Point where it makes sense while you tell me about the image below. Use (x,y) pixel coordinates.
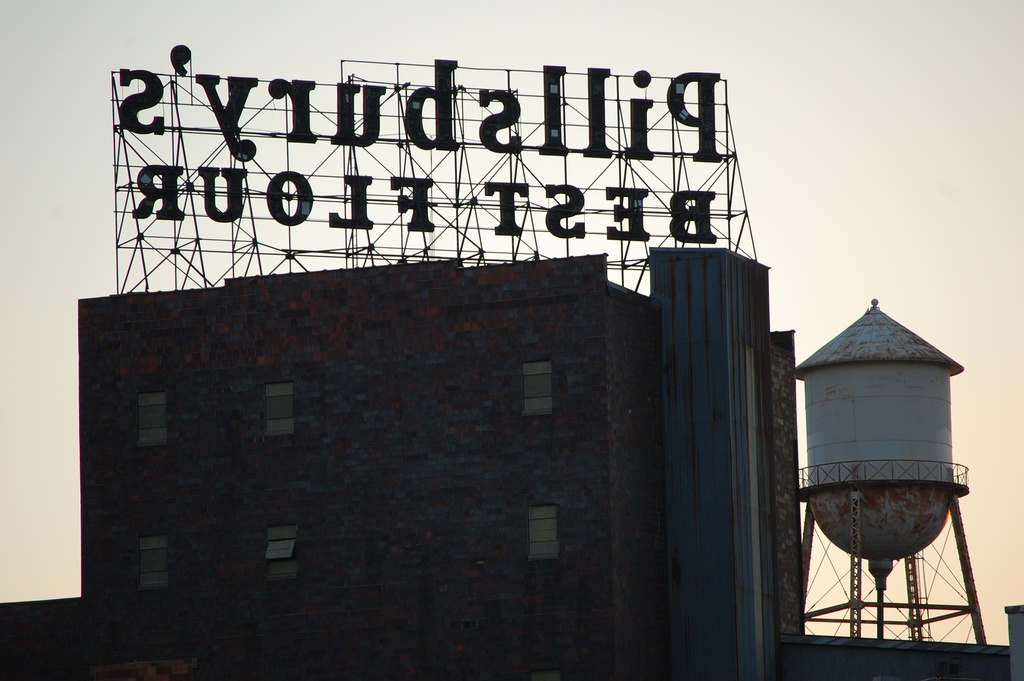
In this image, I can see a name board (591,117), which is on the top of a building (480,275). On the right side of the image (887,511), there is a storage tank (914,519). In the background (815,66), I can see the sky (68,348).
